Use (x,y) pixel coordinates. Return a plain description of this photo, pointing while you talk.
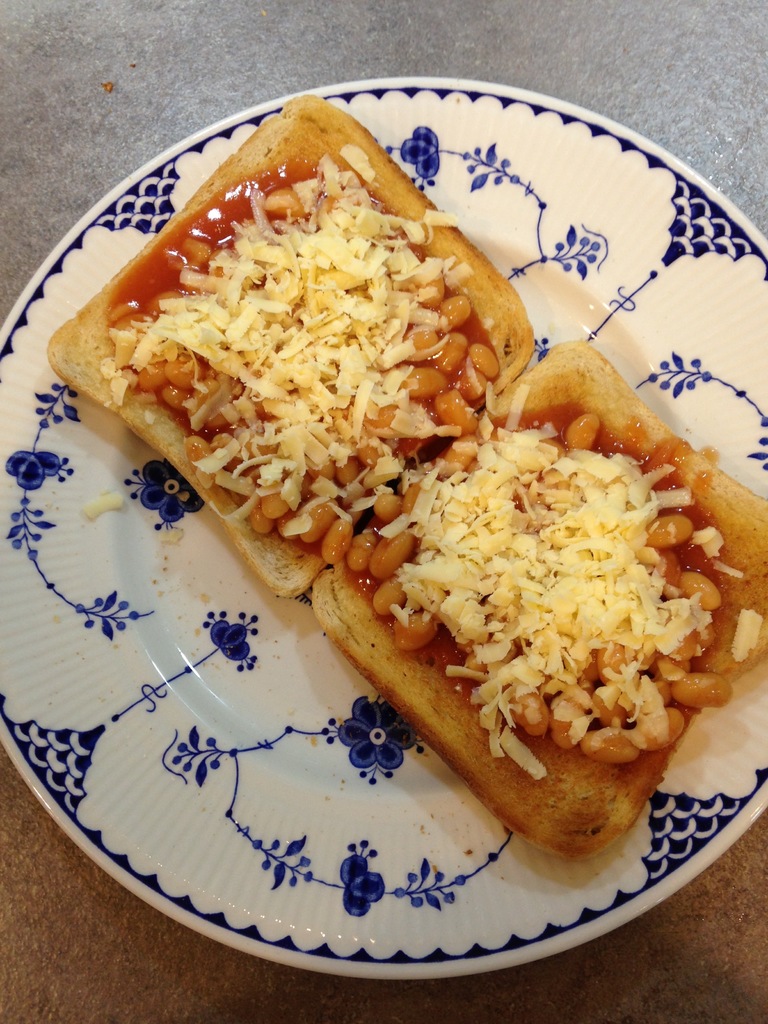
In this image I can see a white colour plate (353,827) and on it I can see designs (167,484) of flowers (160,477). I can also see few breads (510,365) and on it I can see brown and cream colour things (399,396).
